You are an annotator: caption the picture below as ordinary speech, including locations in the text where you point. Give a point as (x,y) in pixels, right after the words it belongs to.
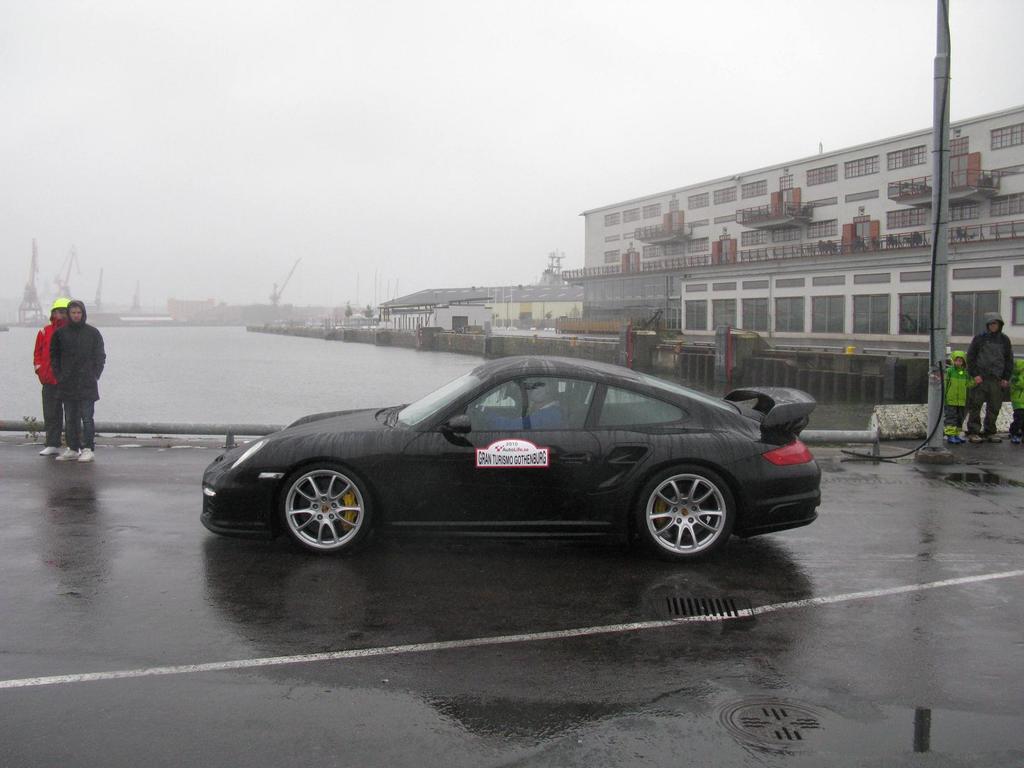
There is a black car (604,401) on the road (134,559). In front of it, there are two persons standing aside on the road (211,448), near river (295,354). On the right side (983,387), there is a person (975,419) along with two children (953,388), standing aside on the road (1016,447), near a pole (940,195). In the background (980,239), there are buildings (600,254), boats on the water (157,338) and there is sky (248,88).
